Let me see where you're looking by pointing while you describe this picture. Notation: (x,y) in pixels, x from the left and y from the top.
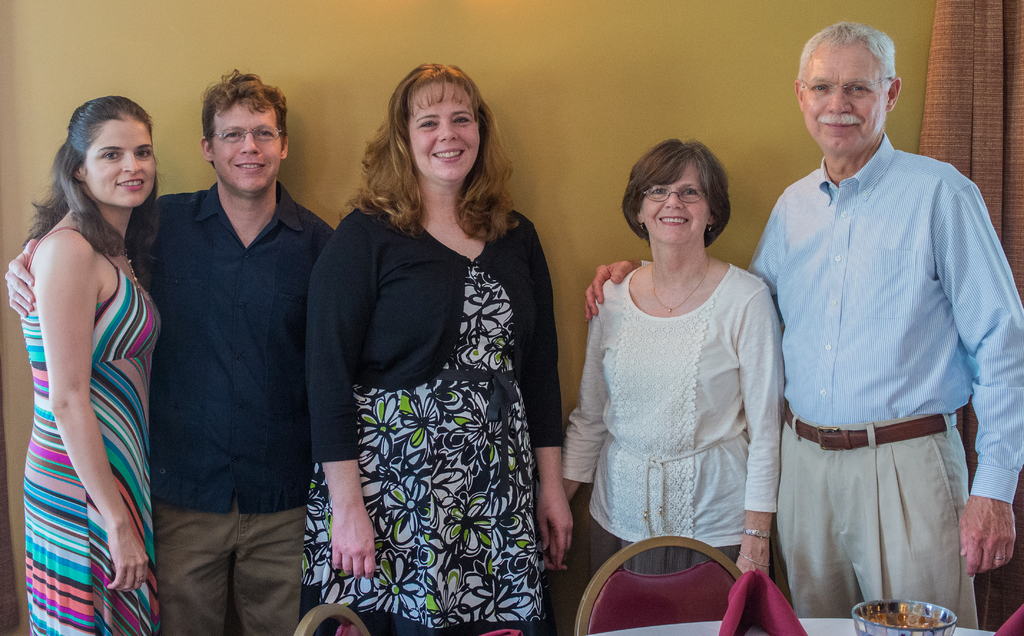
In this picture, there are five people (735,395) standing in a row. Among them, three (374,404) are women (510,361) and two (835,256) are man (835,256). Towards right (880,265) there is a man (830,303) wearing a blue shirt (914,290) and cream trousers (926,491). Beside him, there is a woman (630,347) wearing a white top (669,375). In the center (497,300), there is a woman (510,298) wearing a black shrug (428,294) and flower printed dress (474,418). Towards the left (233,428), there is a man (264,311) in blue shirt (234,315). Beside him, there is a woman (147,230) in colorful dress (46,501). At the bottom (703,598), there is a table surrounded by the chairs (691,573). In the background (255,65), there is a wall (741,25) with curtain (930,57).
